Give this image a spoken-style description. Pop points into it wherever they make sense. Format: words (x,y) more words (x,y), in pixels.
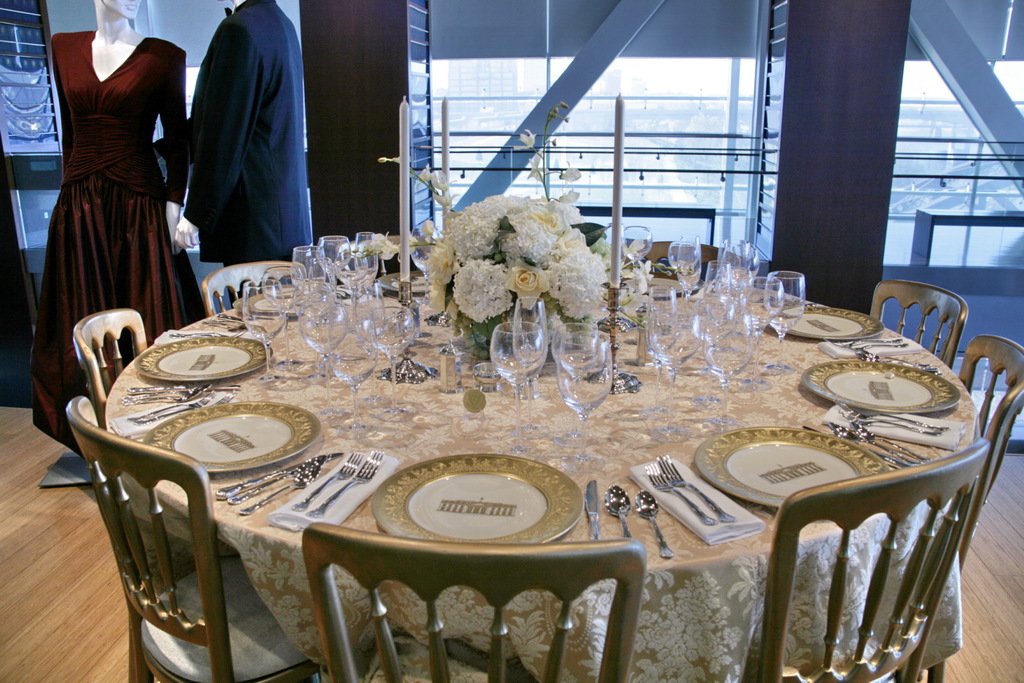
As we can see in the image there are chairs (231,676), two mannequins (262,165) and a table (256,562). On table (415,442) there are bouquet (488,271), glasses (416,287), plates (252,426), forks (669,490), knives (594,517) and spoons (651,515).
